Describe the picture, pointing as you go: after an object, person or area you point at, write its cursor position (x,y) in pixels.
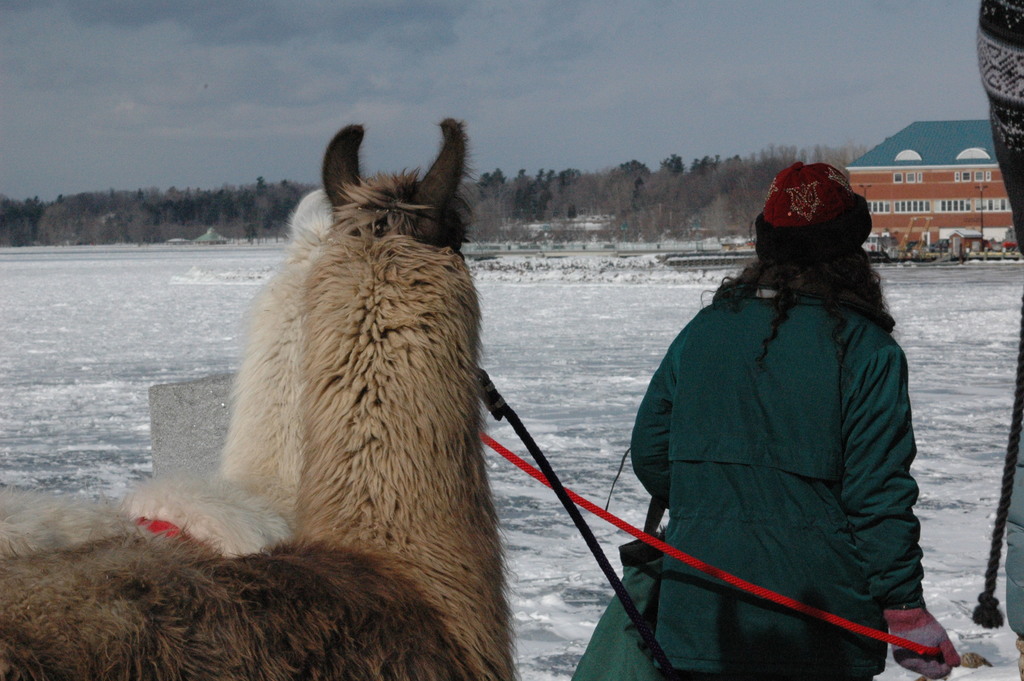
In this image, we can see a person (783,582) is holding an object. Here there are two animals (323,553). Background (1013,393) we can see snow (579,393), buildings (916,229), houses (903,218) and trees (595,201). Top of the image (352,3), there is a sky (530,84). Right side of the image (1005,93), we can see clothes (1019,561) and rope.
